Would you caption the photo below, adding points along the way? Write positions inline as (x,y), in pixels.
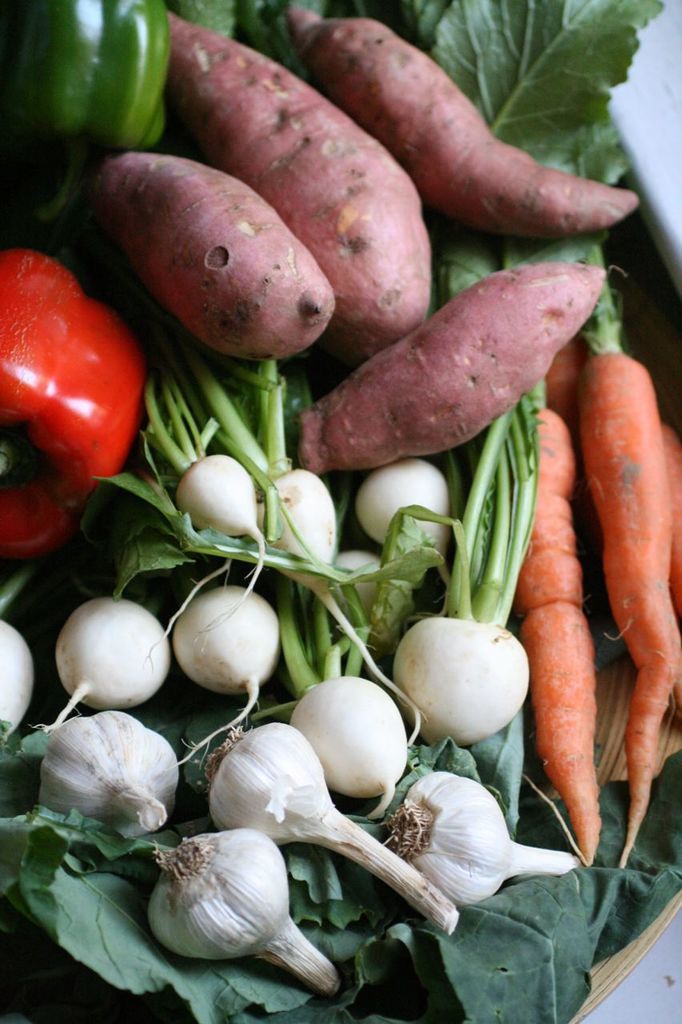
In this image inside a basket (649,222) there are garlic (257,770), carrots (639,636), sweet potato (379,393), bell peppers (71,330), other vegetables (364,499) are there.
